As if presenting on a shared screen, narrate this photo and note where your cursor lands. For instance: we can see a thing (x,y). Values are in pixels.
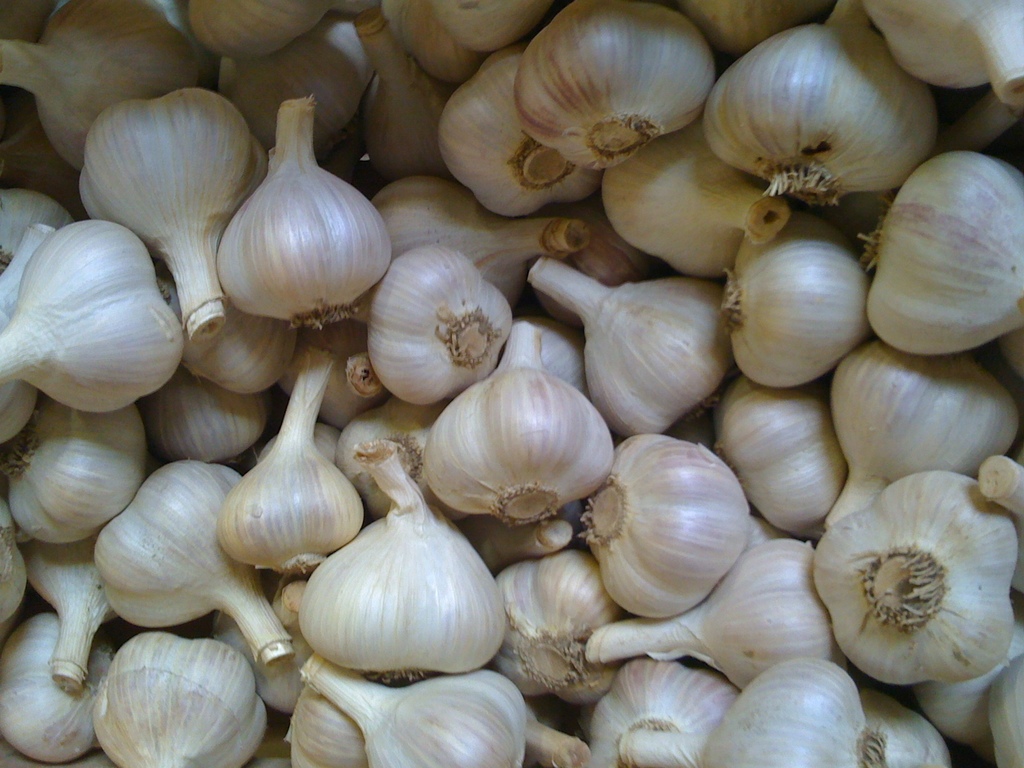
There is a group of white color garlic (539,248).
